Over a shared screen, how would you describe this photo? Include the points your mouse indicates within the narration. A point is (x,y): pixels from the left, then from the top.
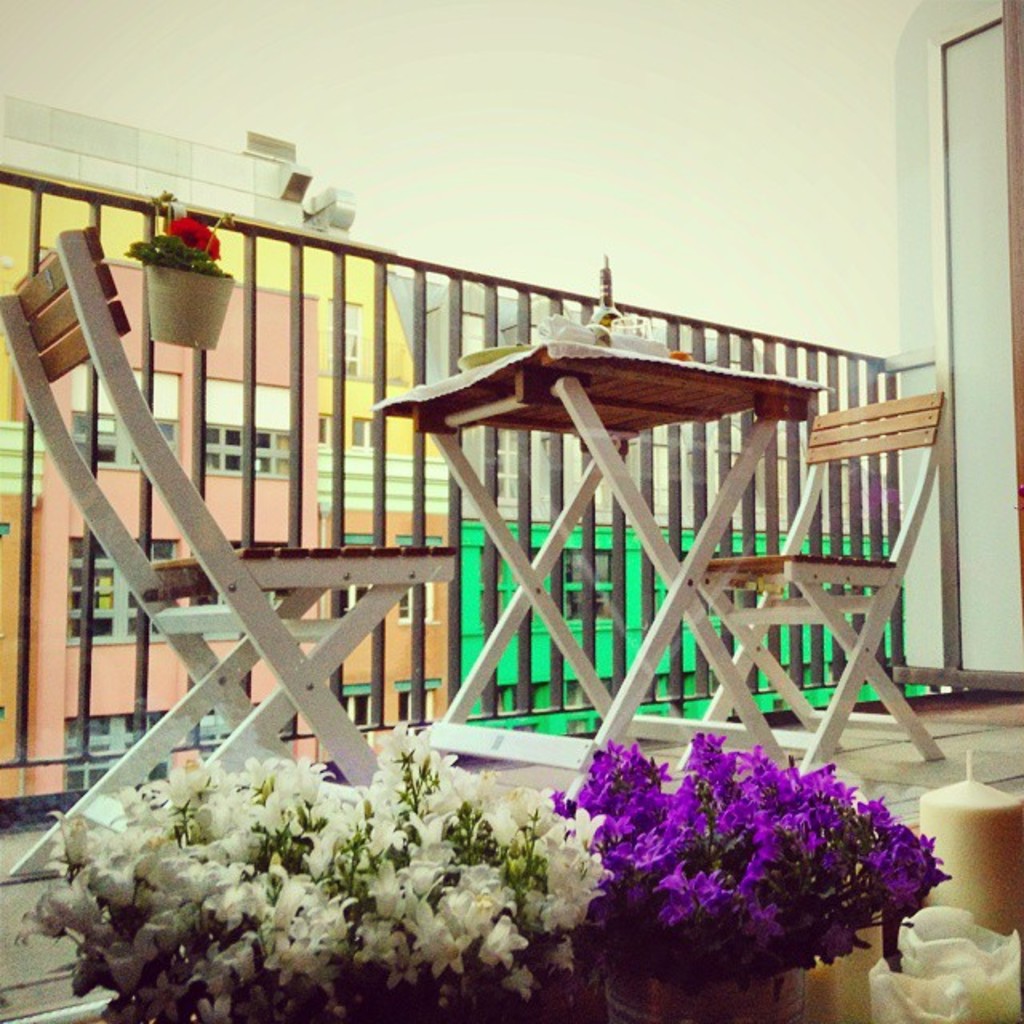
In this image there are flowers pots (371,834) with white, purple and red flowers (290,834). There is a plate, glass (631,334) on the table (587,360), table (585,376) is covered with white cloth (475,375). There are two chairs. At the back (400,485) there is a building (408,347), at the top (541,137) there is a sky (588,94).
